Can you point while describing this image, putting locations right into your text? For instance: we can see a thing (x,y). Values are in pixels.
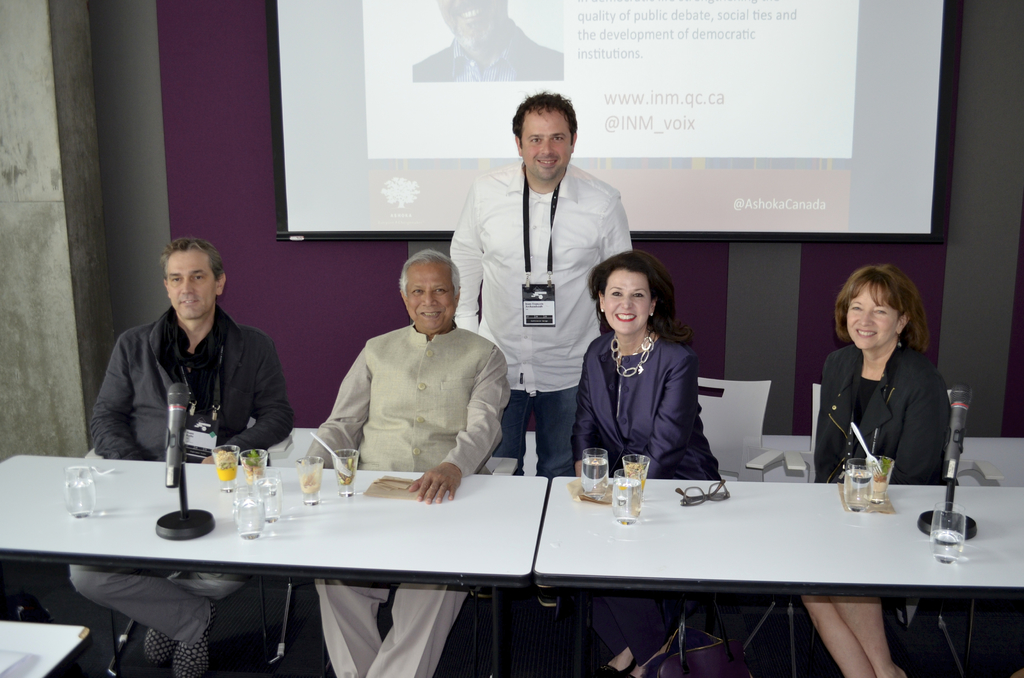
These four persons (435,355) are sitting on the chair (731,474) and this person (588,307) standing. We can see glasses (343,485), specs (724,496), microphones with stand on the table (663,561). On the background (662,70) we can see screen (652,13), wall (119,162).
